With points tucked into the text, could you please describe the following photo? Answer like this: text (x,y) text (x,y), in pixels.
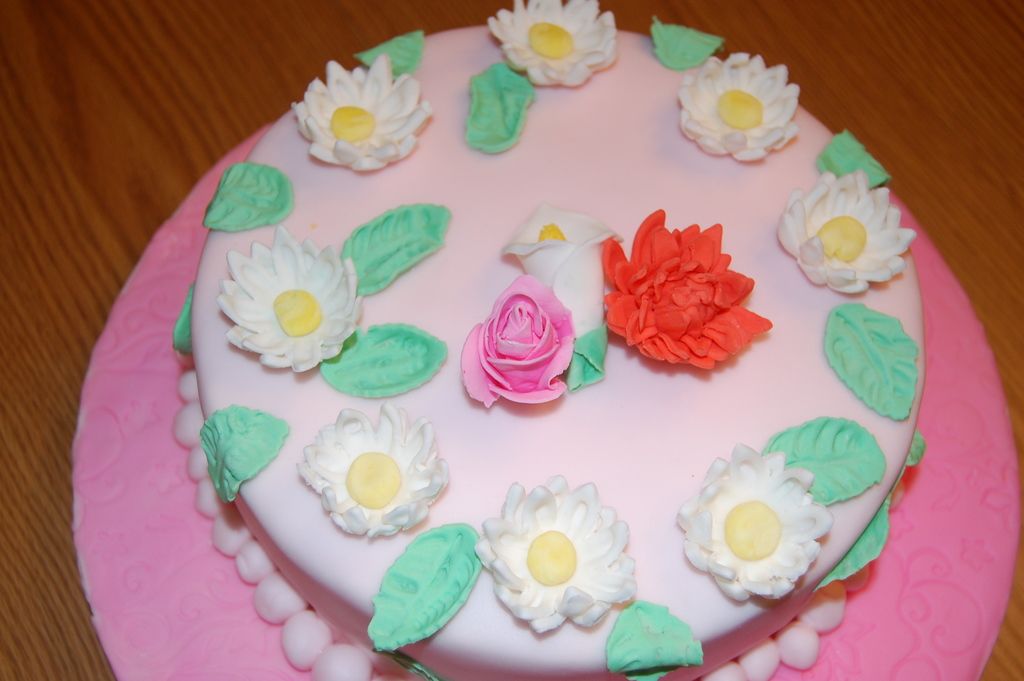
This image consists of a cake (685,464) on which we can see flowers (554,362) and leaves (666,632) made up of cream (532,383). The flowers (555,391) are in white red and pink colors. The leaves (387,601) are in green color. At the bottom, there is a table (30,222).
